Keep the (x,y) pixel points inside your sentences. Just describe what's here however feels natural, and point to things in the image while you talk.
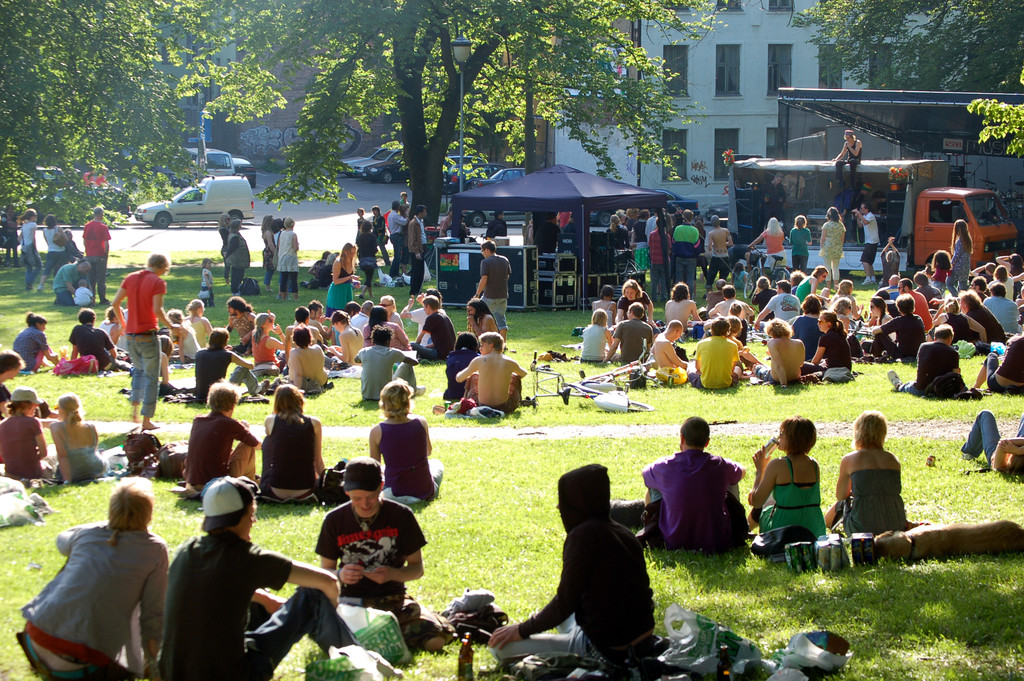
In this picture I can see group of people (337,538) sitting on the grass (530,417), there are group of people (122,290) standing, there are vehicles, there is a canopy tent (529,191), there is a building (706,148) and there are trees (981,40).
